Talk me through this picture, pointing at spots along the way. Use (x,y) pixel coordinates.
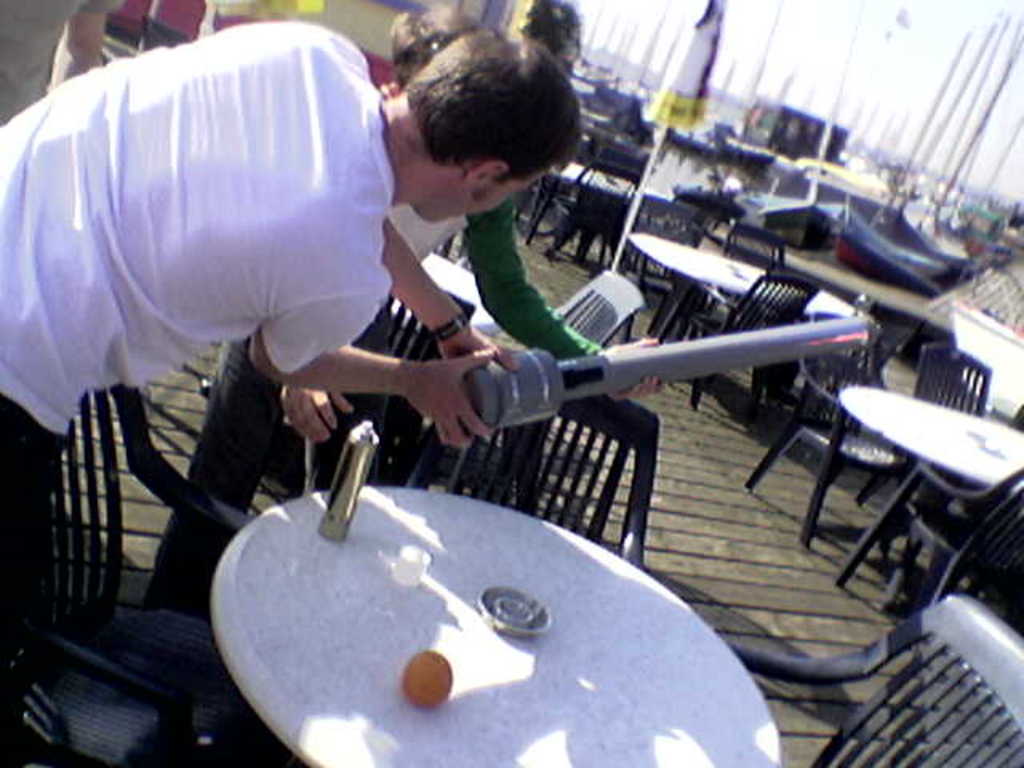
Here in this picture we can see number of tables (842,391) and chairs (594,504) present on the floor (671,482) over there and in the front (370,249) we can see a couple of men (389,280) standing and holding something in their hand (454,398) over there and we can also see an umbrella (662,105) present in the middle (616,259) over there and we can also see boats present over there.
